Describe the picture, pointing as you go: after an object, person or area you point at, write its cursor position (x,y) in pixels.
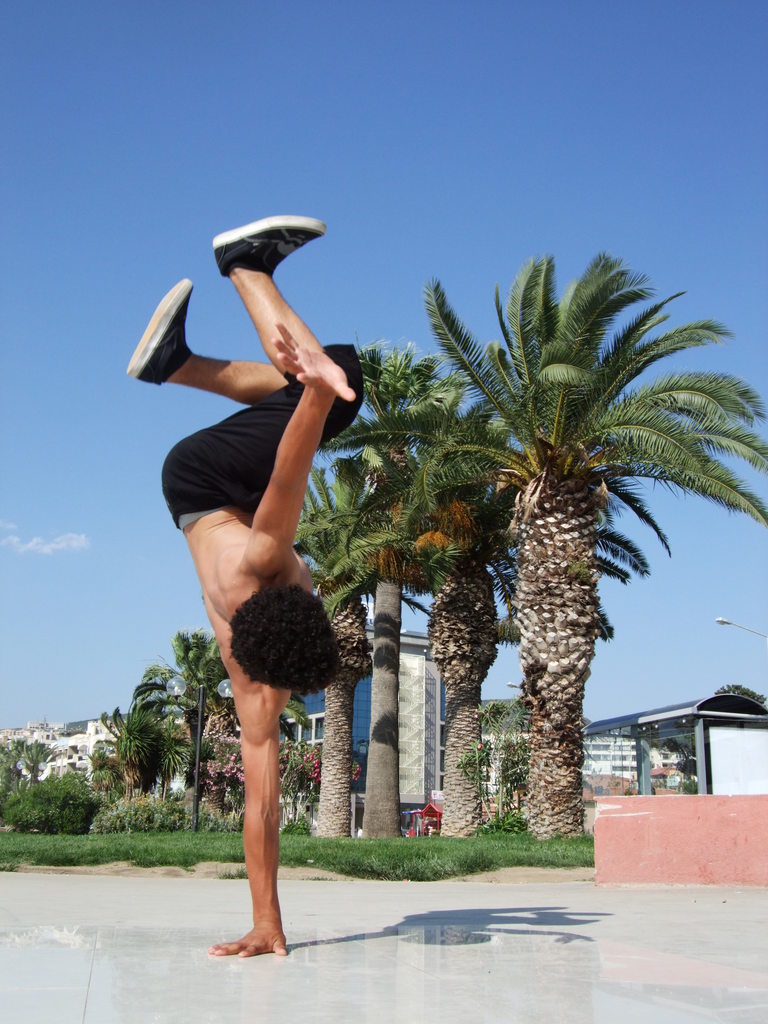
In this picture I can see there is a man (243,560) he is wearing a trouser (204,432) and a pair of shoes (164,366) and in the backdrop (239,791) I can see there are trees (375,685), buildings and the sky (387,304) is clear.
